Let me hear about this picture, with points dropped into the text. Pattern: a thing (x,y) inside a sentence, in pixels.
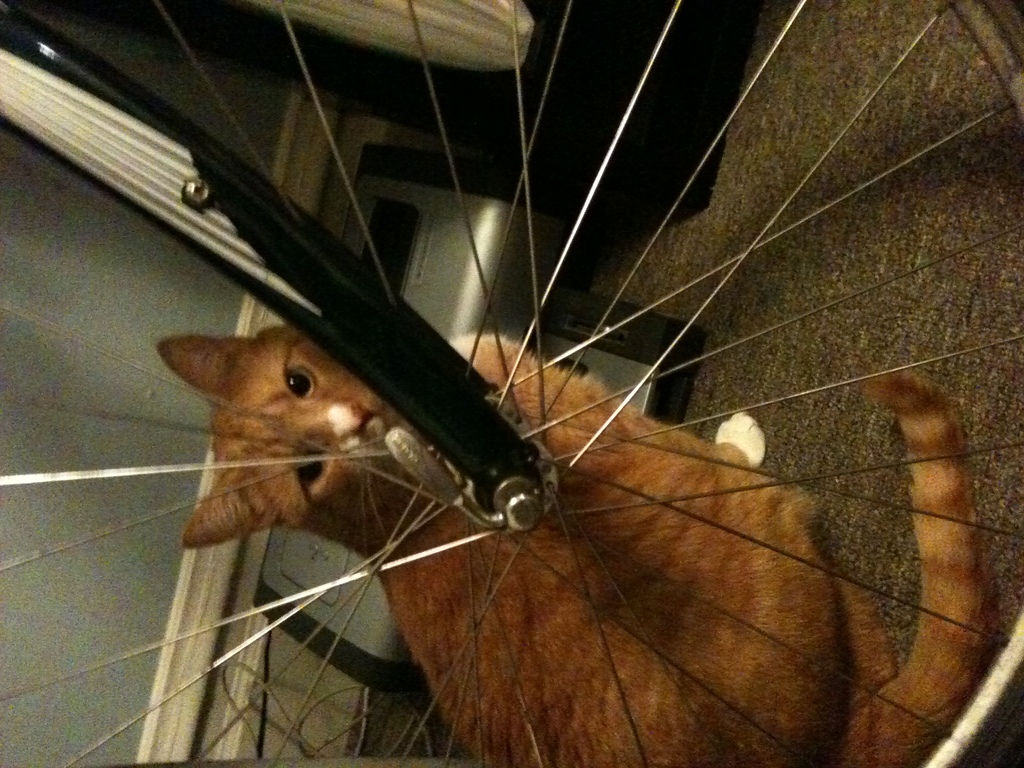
In this picture I can see there is a cat (532,539) sitting behind a bicycle wheel (673,8) and in the backdrop (24,170) I can see there is a wall (47,438).
